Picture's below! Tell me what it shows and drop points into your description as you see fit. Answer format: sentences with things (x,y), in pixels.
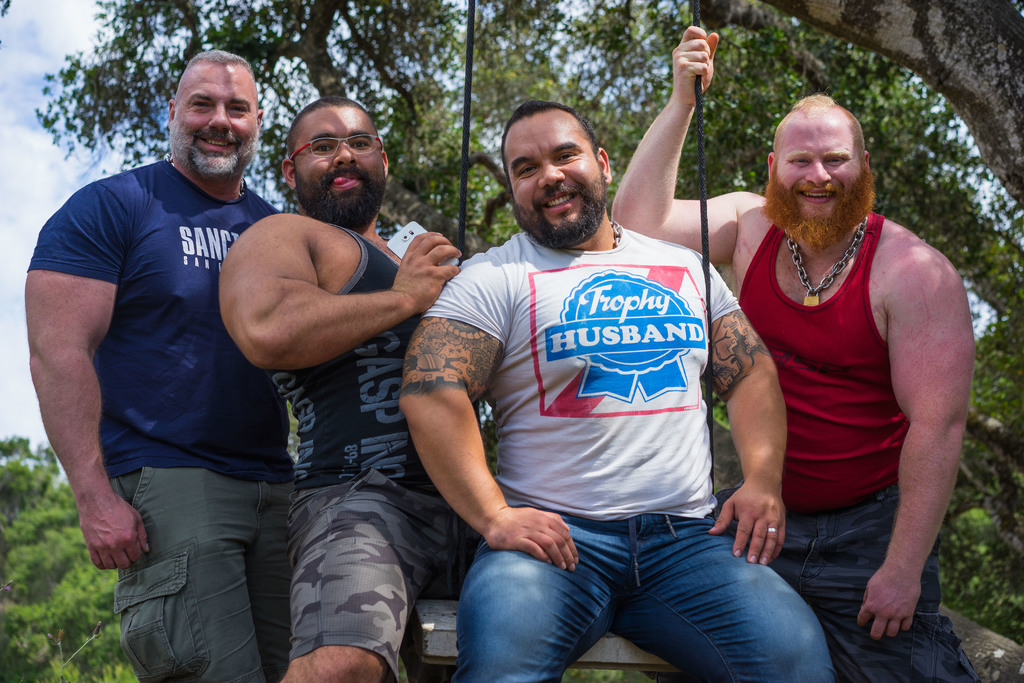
There are four persons (669,370) where one among them is sitting on a cradle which is tightened to a tree (612,105) and the remaining are standing beside him.
